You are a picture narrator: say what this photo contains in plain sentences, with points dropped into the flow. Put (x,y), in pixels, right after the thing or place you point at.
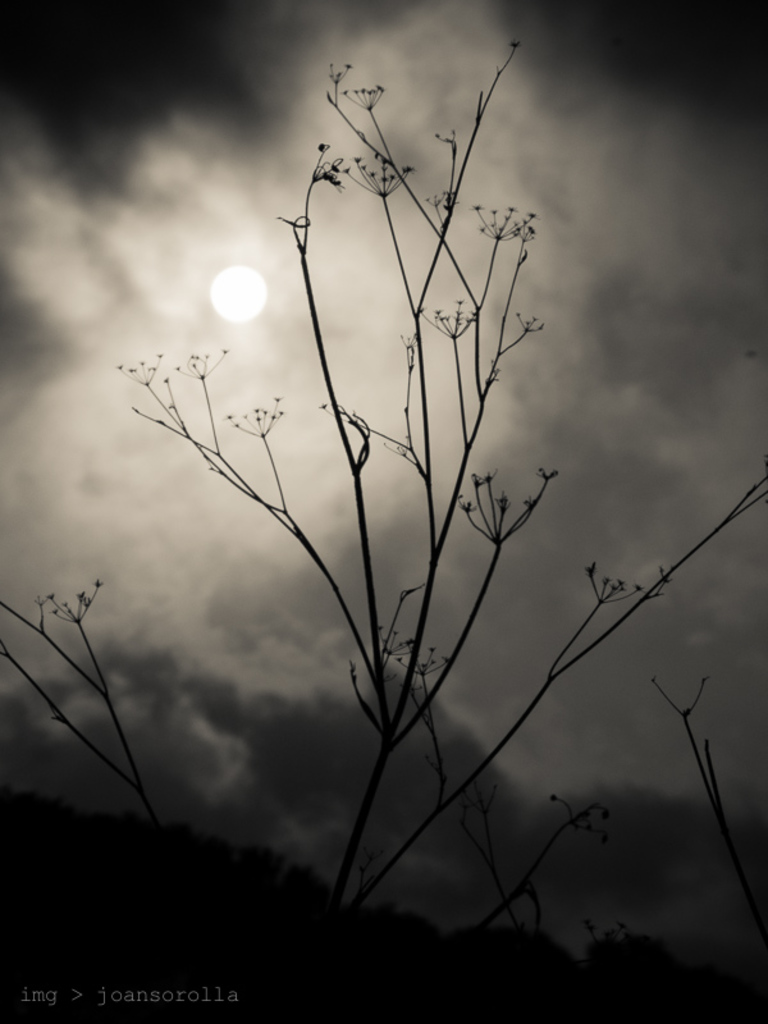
In this picture I can see the plants (490,538). I can see clouds (374,386) in the sky (399,410). I can see the moon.
